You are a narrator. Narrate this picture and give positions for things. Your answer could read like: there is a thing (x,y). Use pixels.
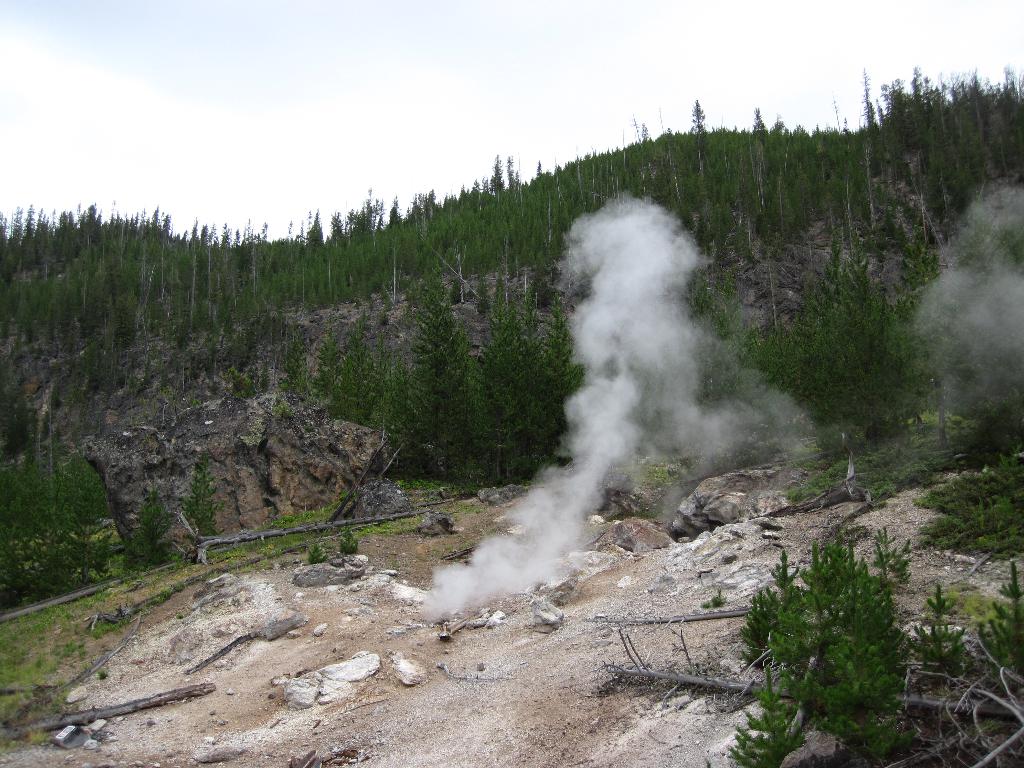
This is an outside view. At the bottom of the image (405,659) I can see the ground (403,616) and some plants (822,700). There is a white color fume (553,473). In the background (321,275) there is a rock (271,428) and a hill (128,418) along with the trees (474,224). On the top of the image (334,86) I can see the sky (265,113).
